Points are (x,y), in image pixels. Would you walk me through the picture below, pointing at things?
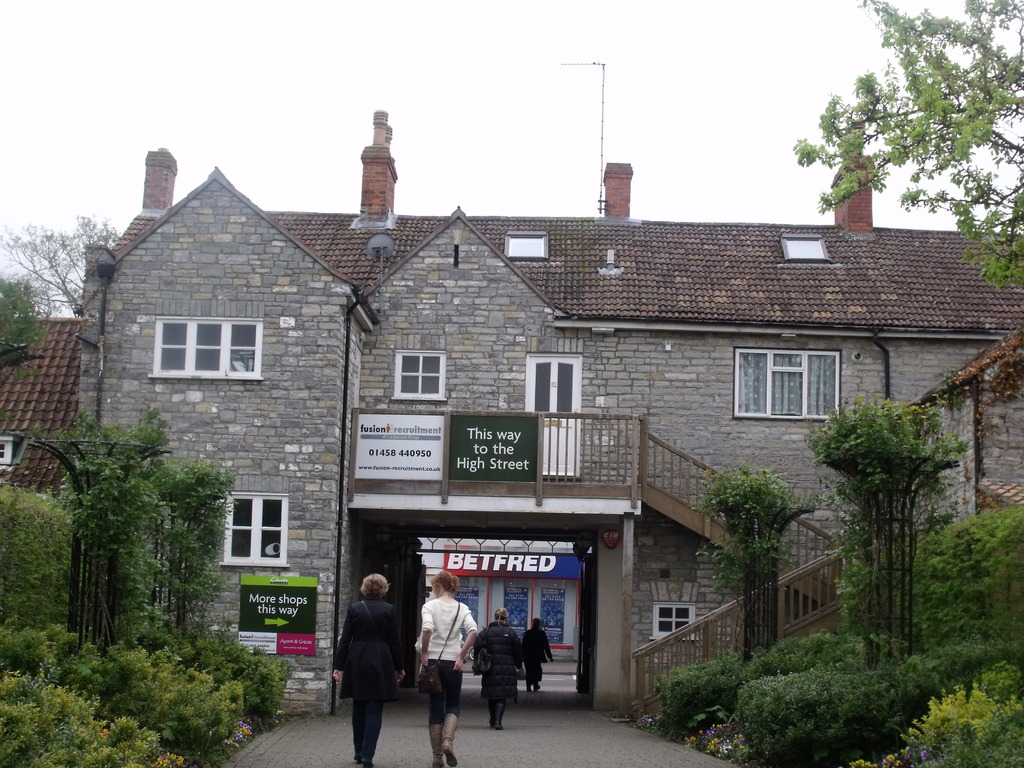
In this picture we can see a house (244,482) made of bricks (314,271), outside which we have many trees (161,604) and people (433,625) walking on the road (402,754).
